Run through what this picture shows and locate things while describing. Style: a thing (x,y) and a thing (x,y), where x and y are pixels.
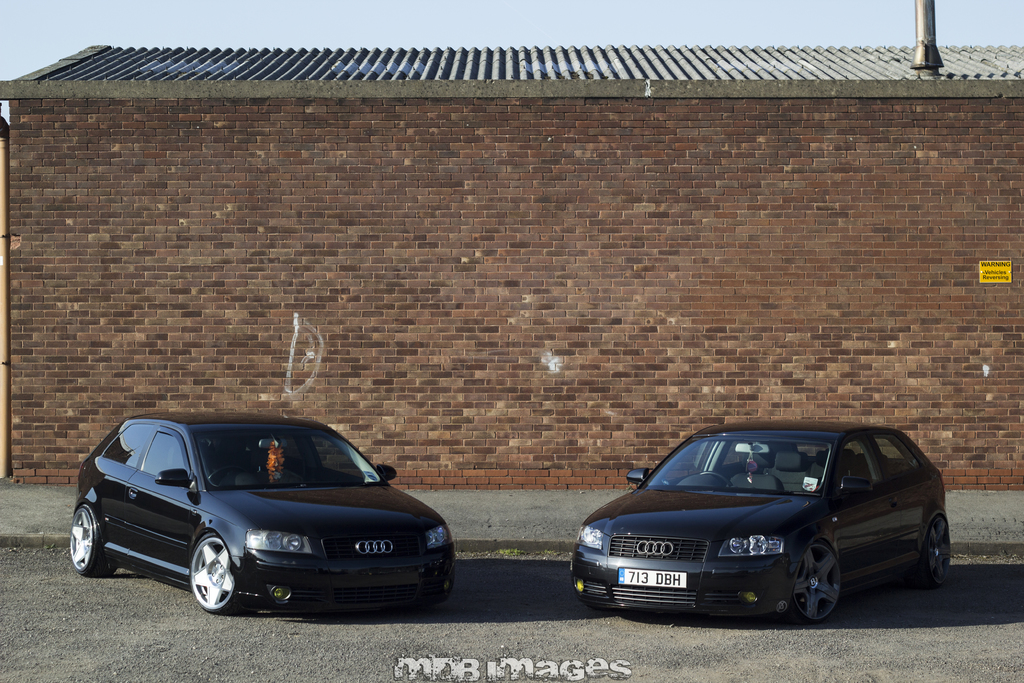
In the picture there are two cars (769,452) on the road (164,596) and behind the cars (98,453) there is a brick wall (718,121).
